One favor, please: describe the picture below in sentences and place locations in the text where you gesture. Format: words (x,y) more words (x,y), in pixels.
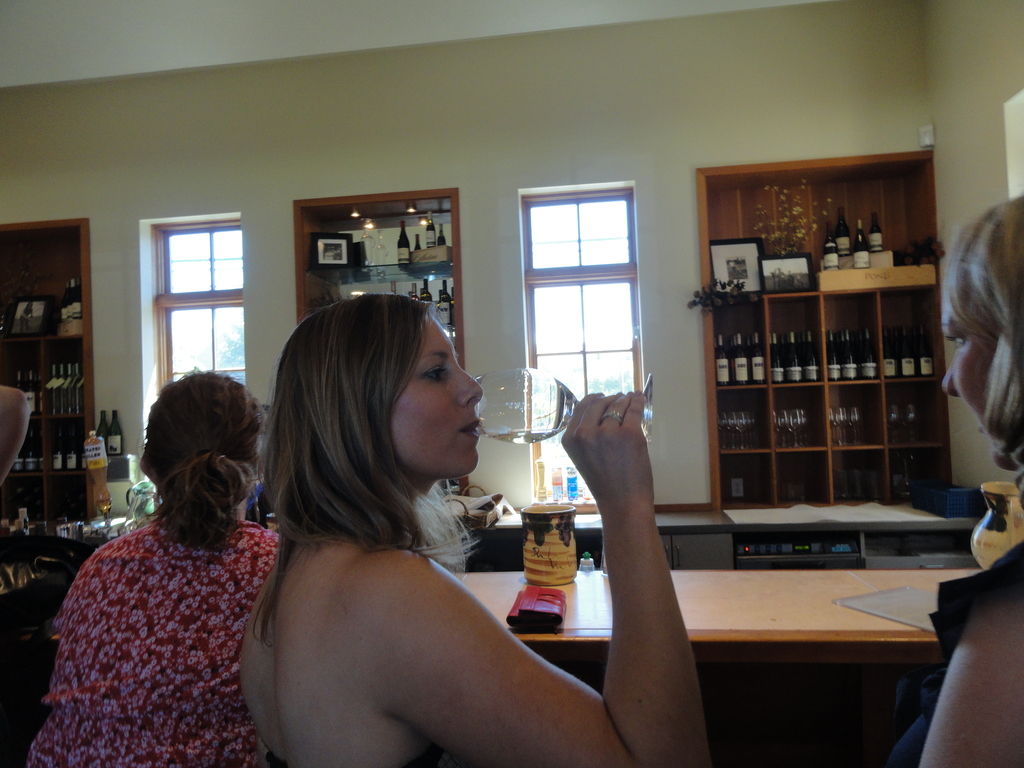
In this image there are three women (141,562) who are sitting and in the middle (363,468) there is one woman (394,577) and she is holding a glass (533,409) and drinking, and on the top (269,39) there is ceiling (42,36) and in the middle (539,308) there is wall (430,143) and two windows (185,295) are there. And three cupboards (754,310) are there and in that cupboard (55,306) there are some bottles (843,335) and glasses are there, and in the bottom of the image (598,601) there are two tables (762,600) and on the tables (754,524) there are some papers (878,517).
